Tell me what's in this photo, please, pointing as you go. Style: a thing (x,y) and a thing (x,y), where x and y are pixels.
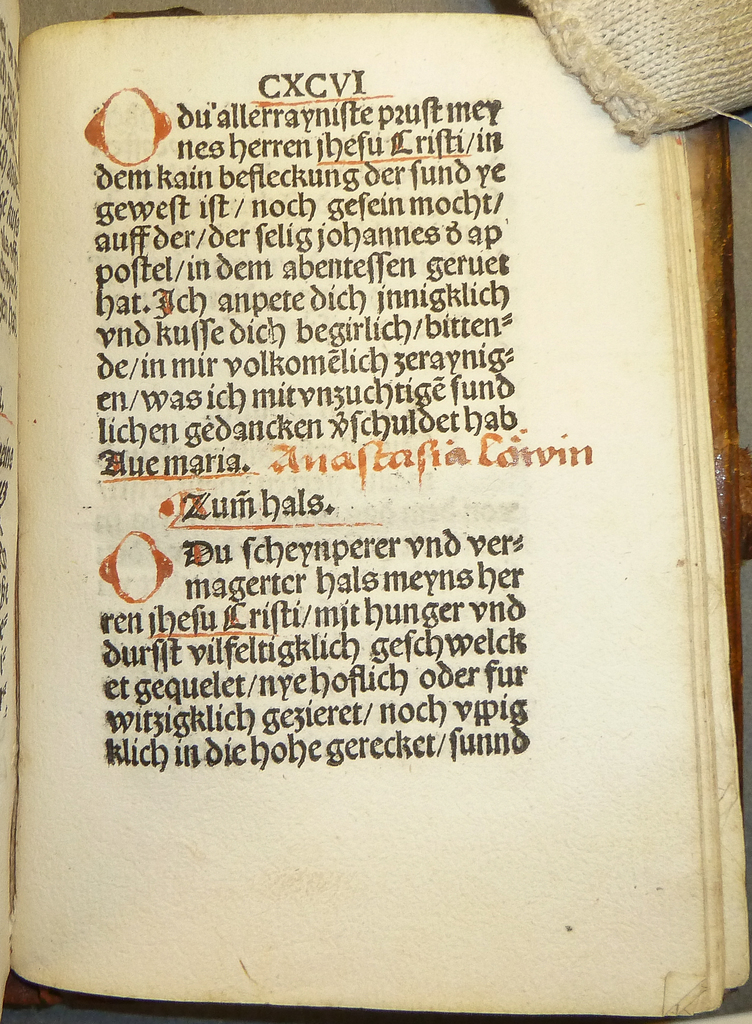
In this image there is one book (355,298) and on the book (385,312) there is some text (262,635), and in the top right hand corner (651,55) there is one object (621,53).
